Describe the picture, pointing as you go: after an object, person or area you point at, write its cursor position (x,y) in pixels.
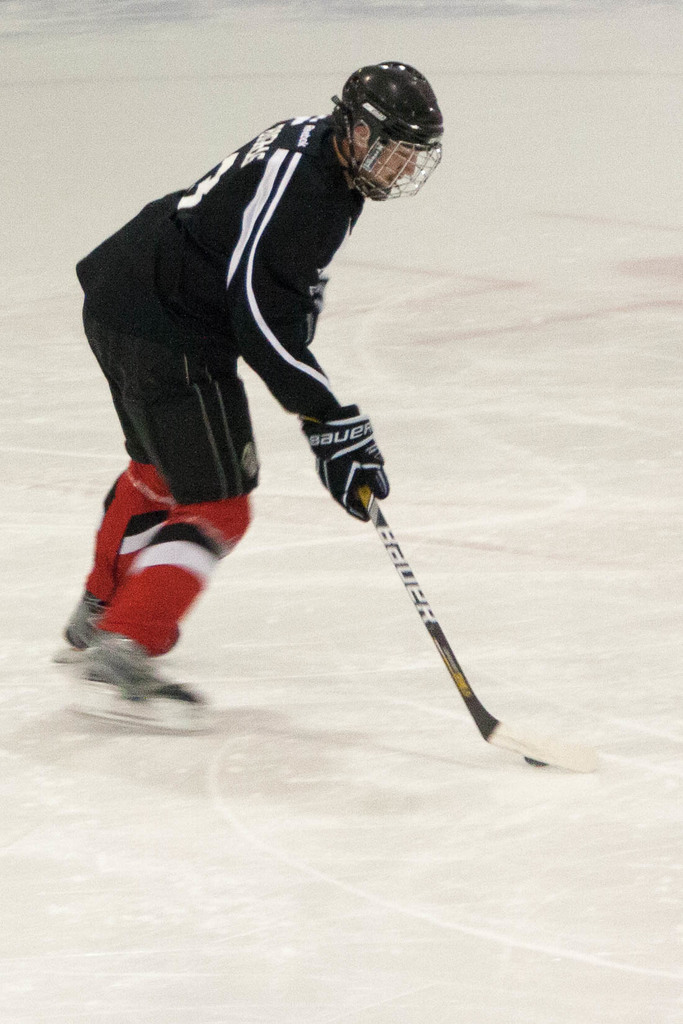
Person (287,235) wearing helmet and gloves (323,430) is holding a hockey stick (465,681) and playing ice hockey.
